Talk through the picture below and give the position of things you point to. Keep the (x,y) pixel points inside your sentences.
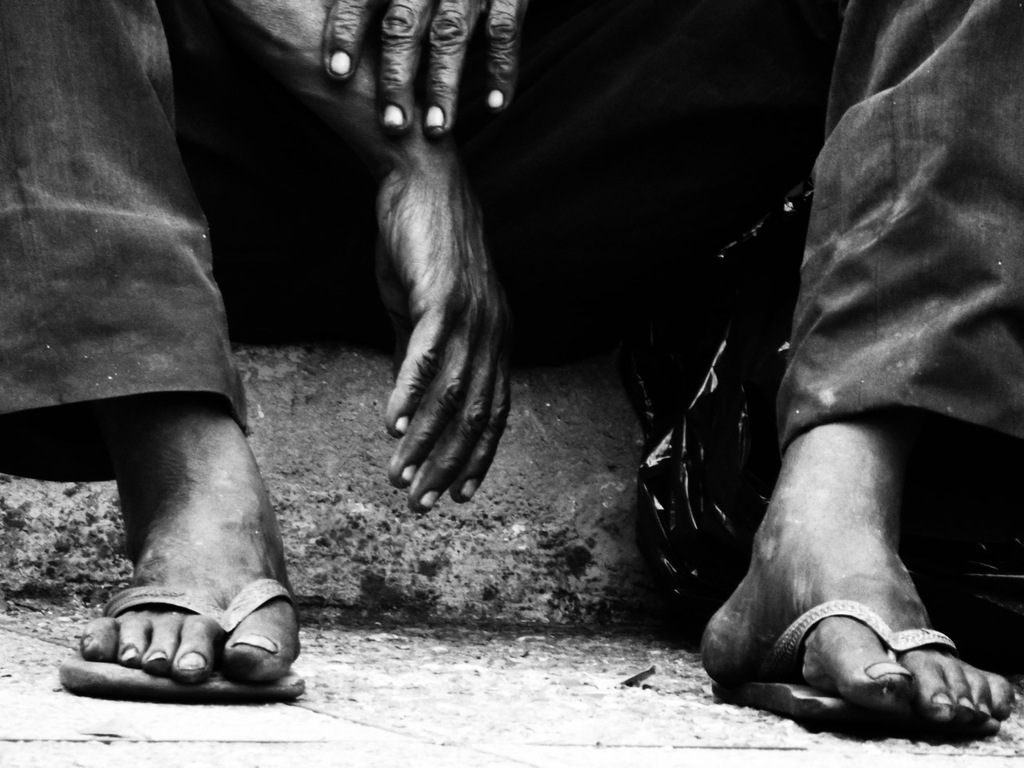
This is a black and white picture. In this picture there is a person (173,581) sitting we can see the legs (219,316) and hands (434,127). At the bottom (416,739) it is road (429,751).
